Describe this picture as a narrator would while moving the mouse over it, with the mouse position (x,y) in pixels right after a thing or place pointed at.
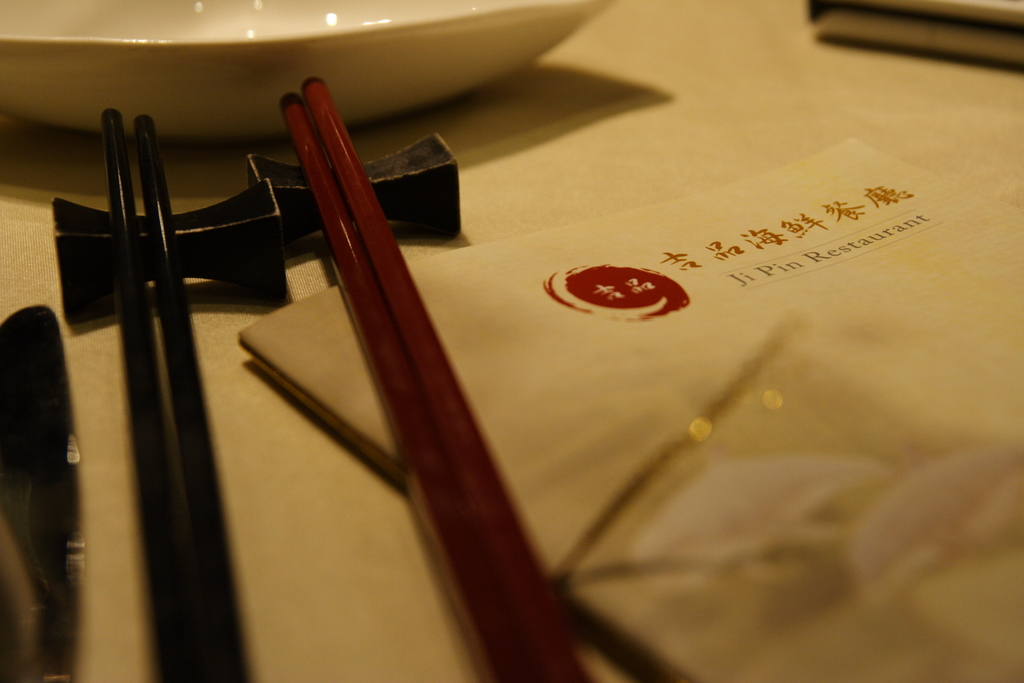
A table (350,455) on which there is a menu card (557,367) which is titled in mandarin and English. It is labelled as ji pin restaurant. There two pair of chopsticks (400,306) one is in red and the other is in black. There is bowl (189,128) in white in front of the chopsticks (417,328).
